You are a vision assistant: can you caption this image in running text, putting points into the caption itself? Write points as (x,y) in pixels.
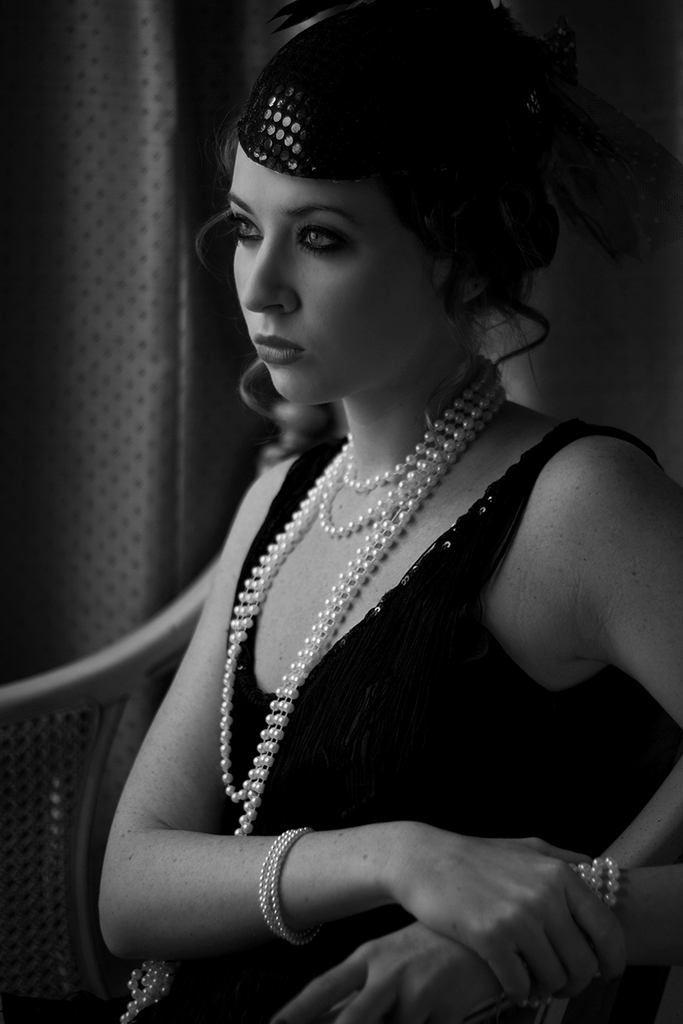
This is a black and white image of a woman (427,760) sitting on the chair (190,605), and in the background (586,343) there is a wall (586,343).
